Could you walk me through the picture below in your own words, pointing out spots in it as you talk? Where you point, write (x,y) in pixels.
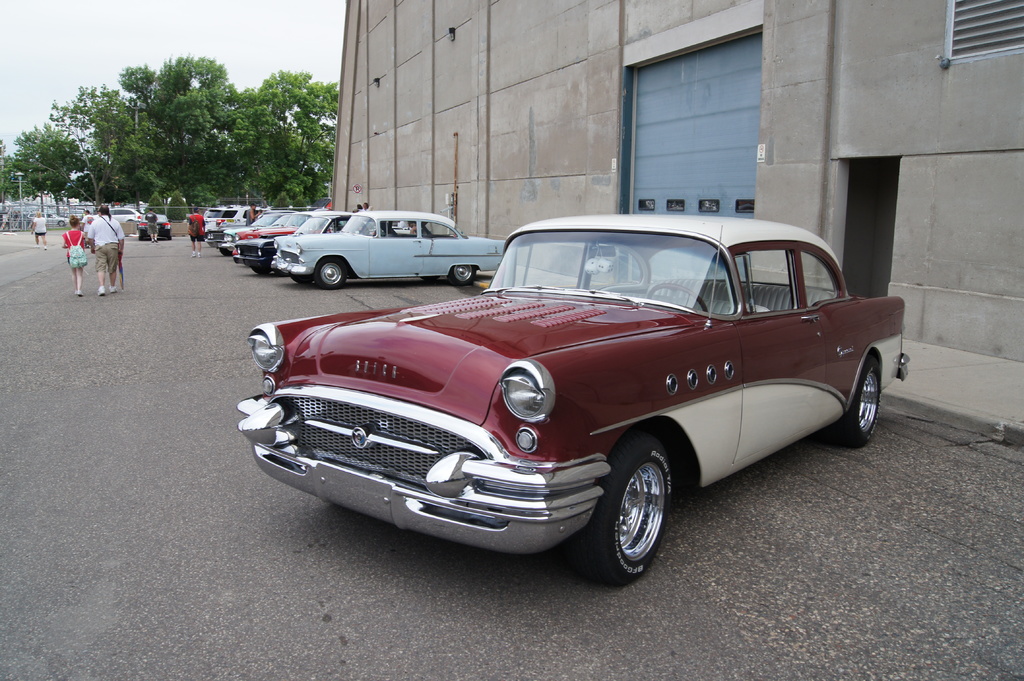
In the image there are many vehicles (399,229) and people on the road (375,561), on the right side (1021,149) there is a building (360,122), in the background (255,125) there are trees (170,134).
